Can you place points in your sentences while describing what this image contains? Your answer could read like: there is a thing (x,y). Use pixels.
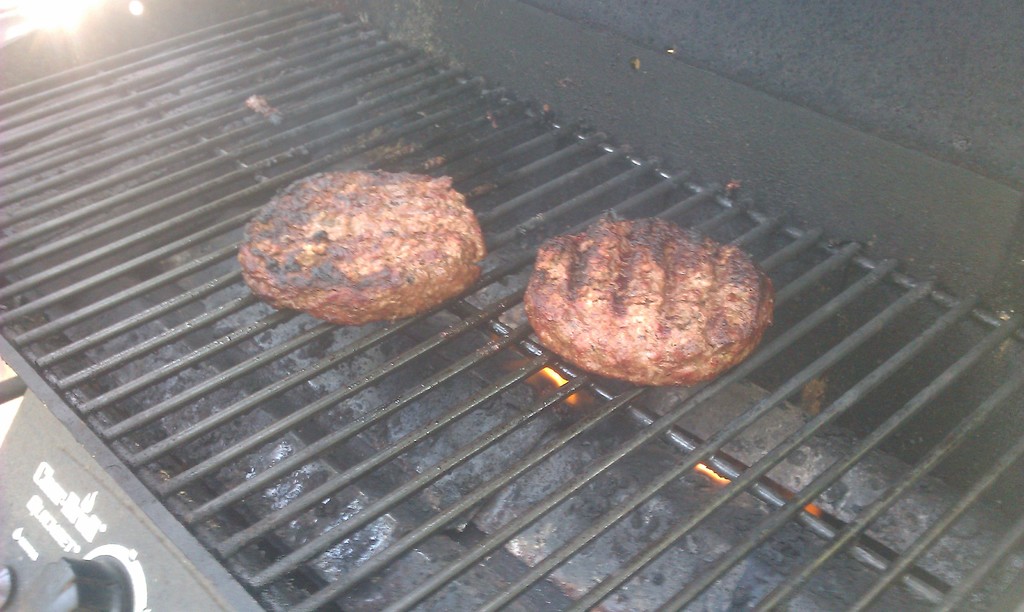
In this image, I can see two pieces of meat (529,289), which is placed on the grill (449,342). This is the kind of a regulator (95,577), which is black in color.
